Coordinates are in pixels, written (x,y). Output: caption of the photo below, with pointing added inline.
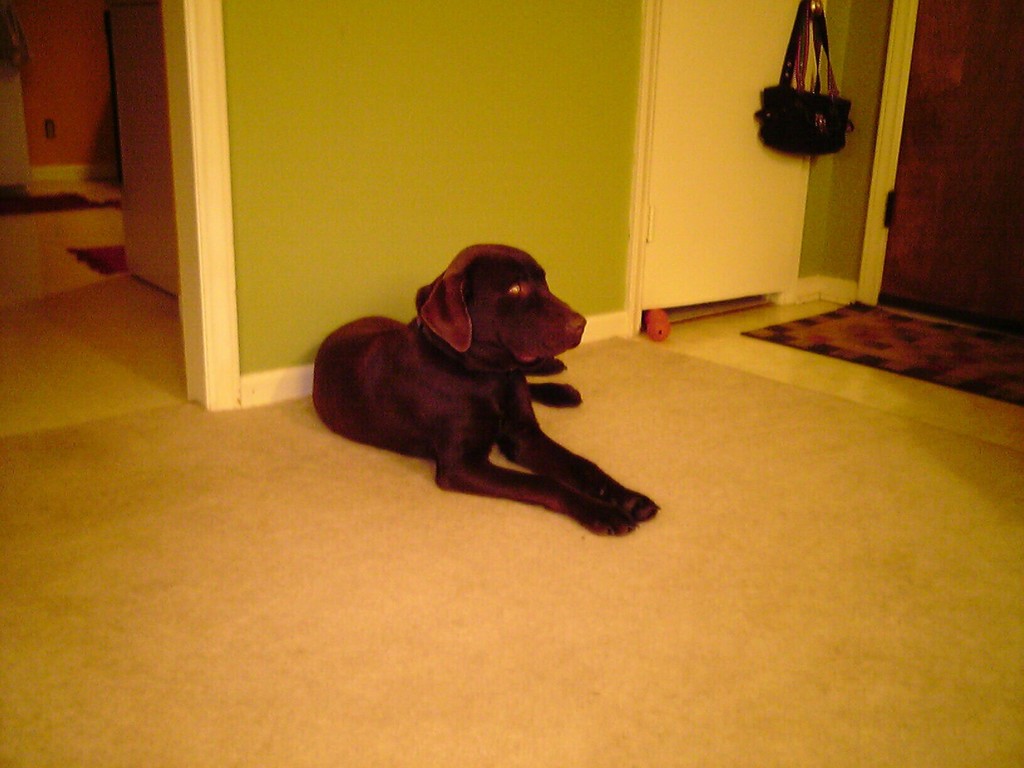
In this image I can see the dog (400,390) which is in brown and black color. It is on the floor (425,673). To the right (774,129) I can see the bag (778,141) hanged. I can see the dog (422,407) is inside the room (561,162).
